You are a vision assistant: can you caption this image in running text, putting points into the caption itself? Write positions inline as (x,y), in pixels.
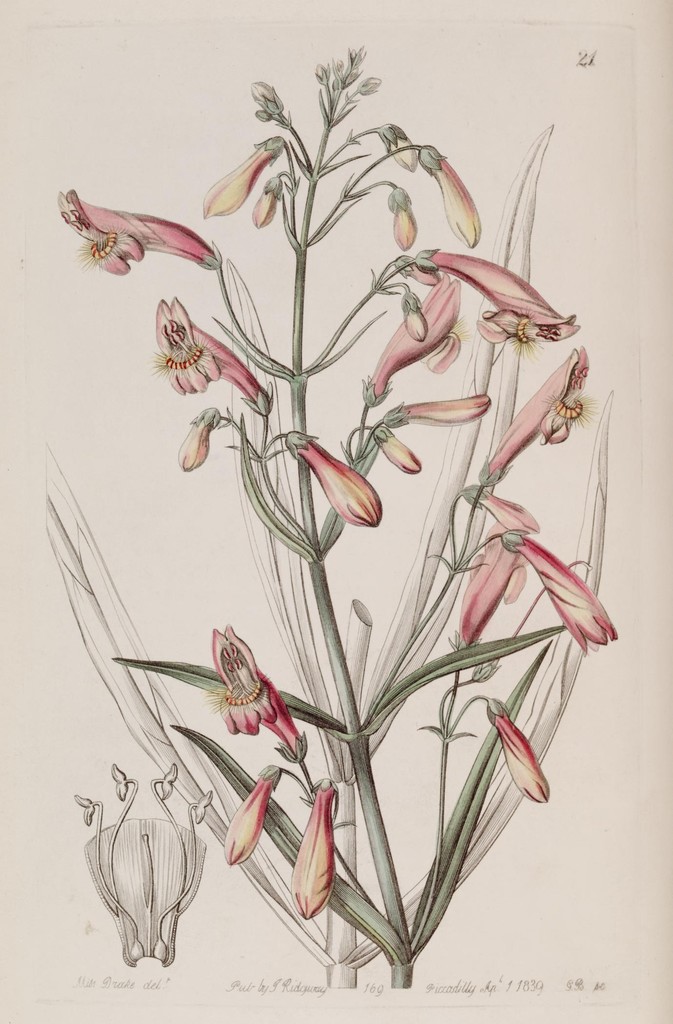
This is a painting image. We can see there is a picture (320,625) of a plant (343,649) in the middle of this image (322,615) and there is some text (238,986) written at the bottom of this image (251,989).
